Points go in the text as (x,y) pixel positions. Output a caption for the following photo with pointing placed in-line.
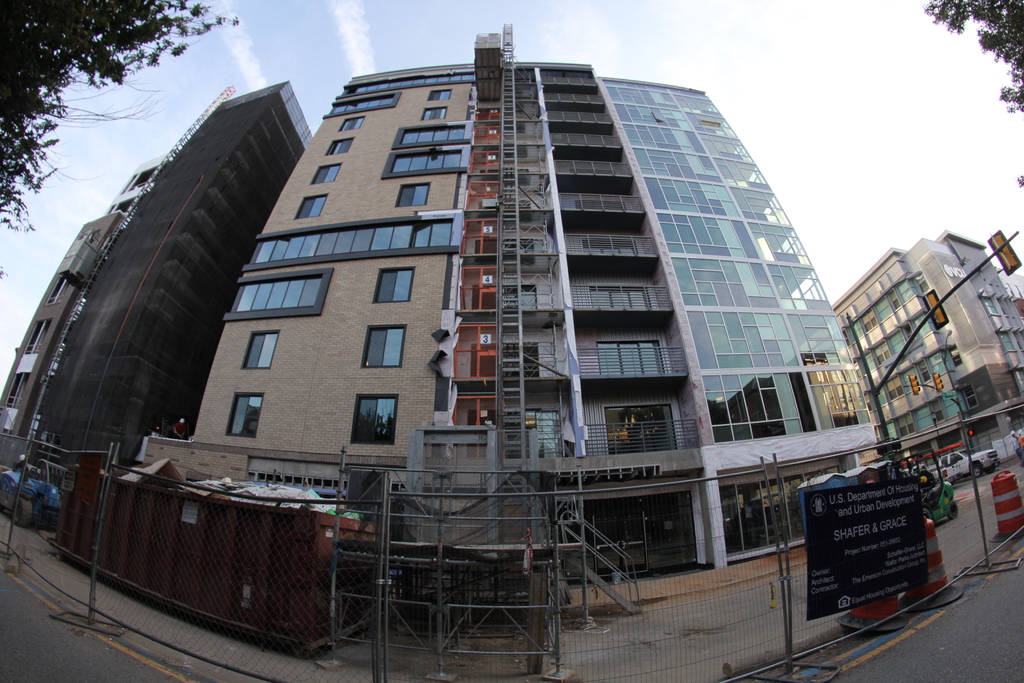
In this image we can see some buildings (775,337), fence (509,567), container (328,549), name boards (853,538), construction barrels (1018,500), vehicles (38,488) and other objects (462,324). At the top of the image (730,20) there is the sky (431,20). On the right (986,12) and left side (101,20) top of the image (33,38) there are trees (965,15). On the left (28,675) and the right side (993,647) bottom of the image (954,660) there is the road (55,642).
